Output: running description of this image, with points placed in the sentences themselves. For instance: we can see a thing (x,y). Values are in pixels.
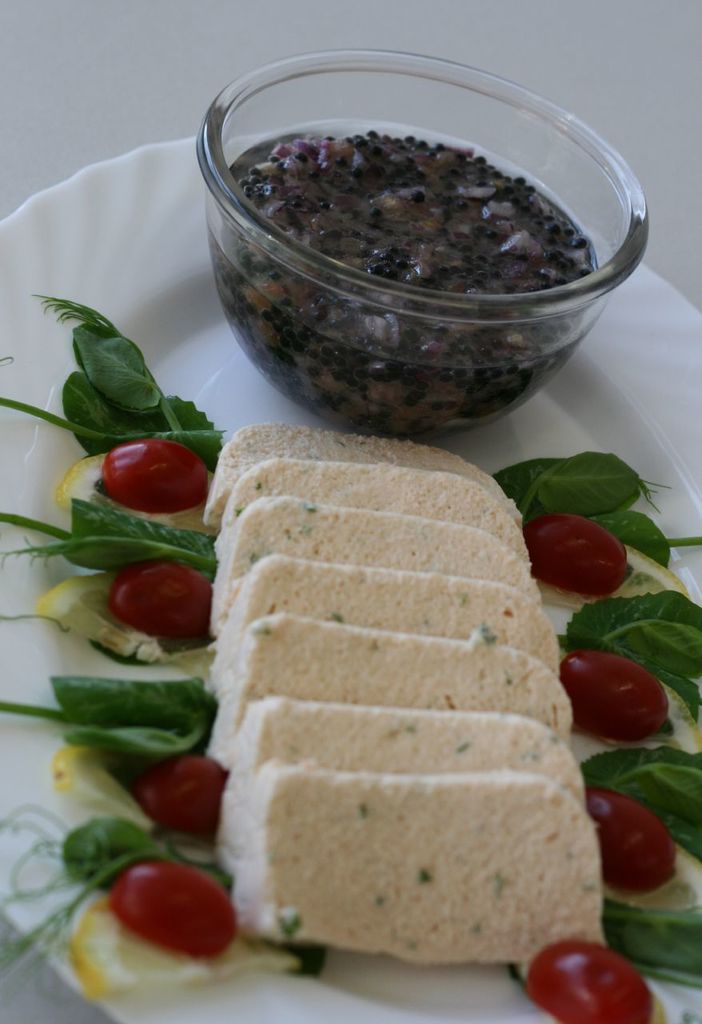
In this image we can see a serving plate (557,440) which consists of bread slices (357,530), lemon wedges (146,947), cherry tomatoes (132,889), mint leaves (94,711), dill leaves (131,861) and a bowl (472,100) of dip (320,225) in it.
